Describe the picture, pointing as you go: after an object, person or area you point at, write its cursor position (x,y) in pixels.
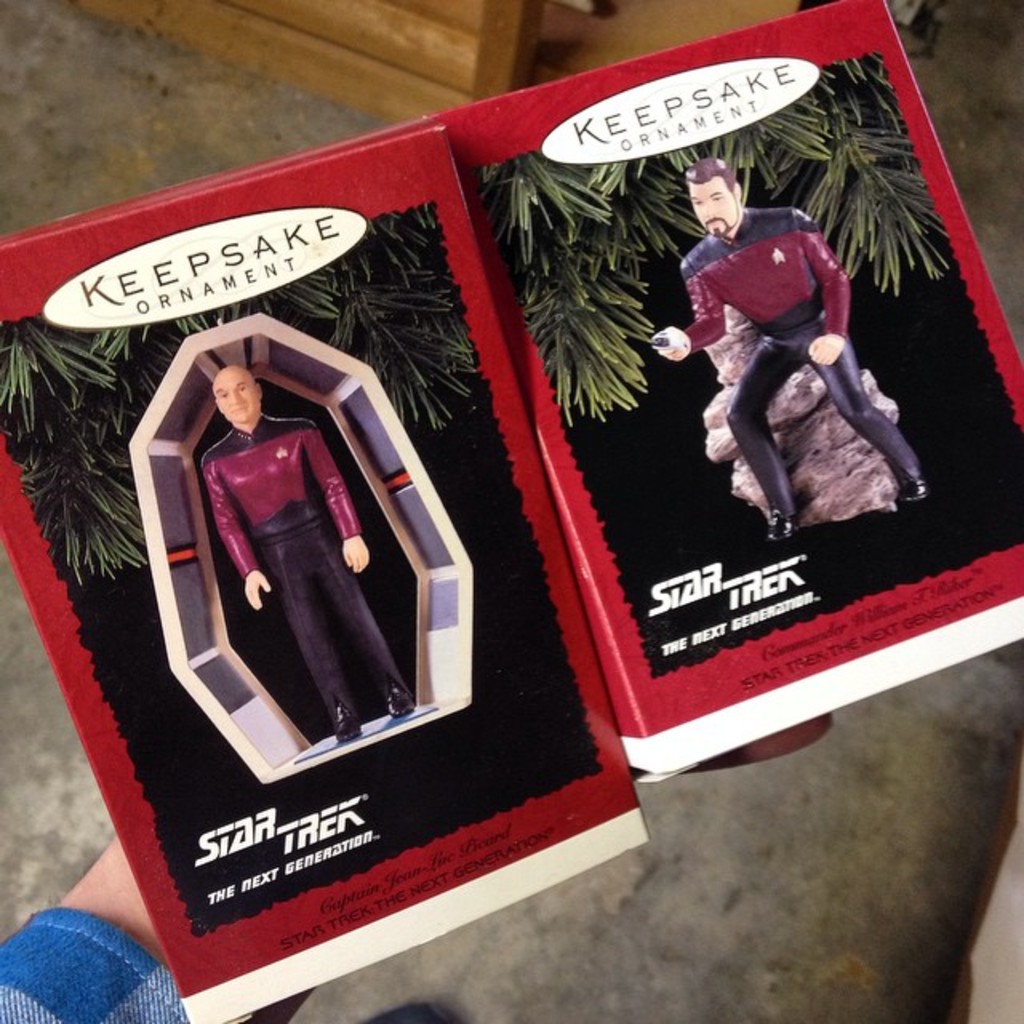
In this image in the center (386,665) there are some boxes (394,720) and one person (61,953) is holding the boxes (775,716), in the background (39,754) there is floor (185,91). At the top (379,57) there is some object (525,59).
